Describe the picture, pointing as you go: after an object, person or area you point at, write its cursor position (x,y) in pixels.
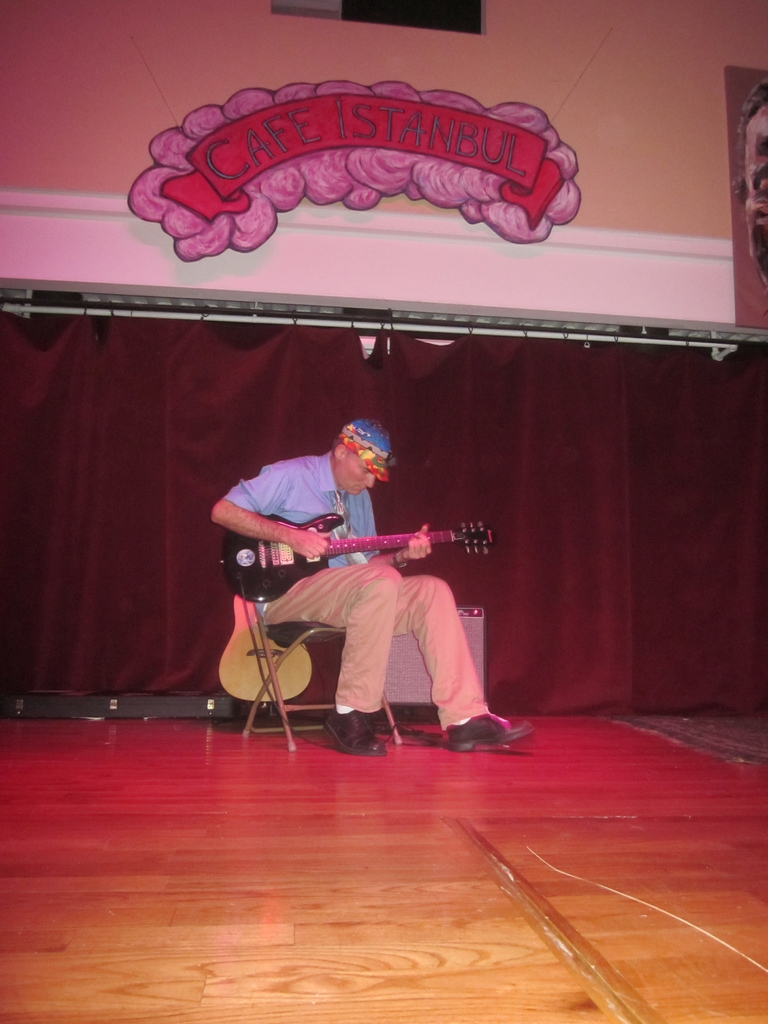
In this picture we can see a man (296,584) is sitting on a chair (291,631) and holding a guitar (273,544). Behind the man (263,615) there is another guitar (231,664), curtain (213,615) and on the wall (68,129) there are boards (229,159).
